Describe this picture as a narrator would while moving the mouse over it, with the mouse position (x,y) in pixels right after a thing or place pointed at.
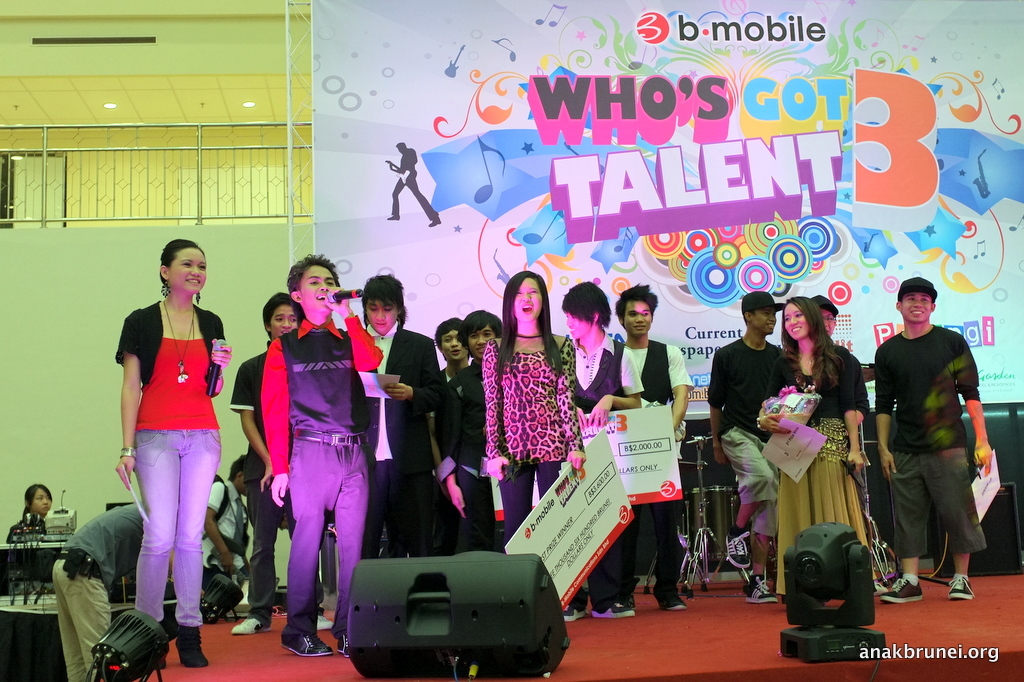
In this picture we can see a person (291,343) holding a microphone (358,295) in his hand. There are a few people (286,315) holding objects (575,524) and standing on a stage (1007,635). We can see some black objects (825,619) on the stage (877,599). There are a few people (155,595) and some devices (62,533) on the left side (81,572). We can see some text (576,240) on a banner (441,65). There is a railing (54,125) and some lights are visible on top (278,149). We can see some text (959,656) in the bottom right (902,648).
